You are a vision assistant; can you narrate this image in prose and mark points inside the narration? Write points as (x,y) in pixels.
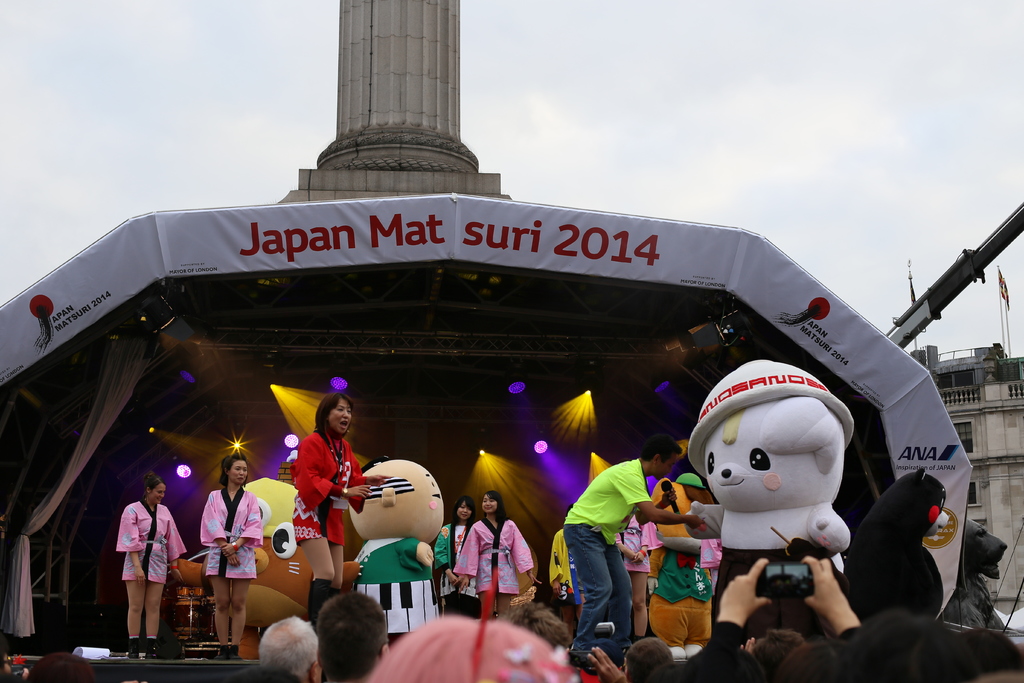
In the foreground (408,539) I can see a crowd (426,535) on the stage (657,554). In the background (914,387) I can see a tent (876,342), tower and buildings (963,434). On the top (626,120) I can see the sky (662,130). This image is taken during a day on the street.
